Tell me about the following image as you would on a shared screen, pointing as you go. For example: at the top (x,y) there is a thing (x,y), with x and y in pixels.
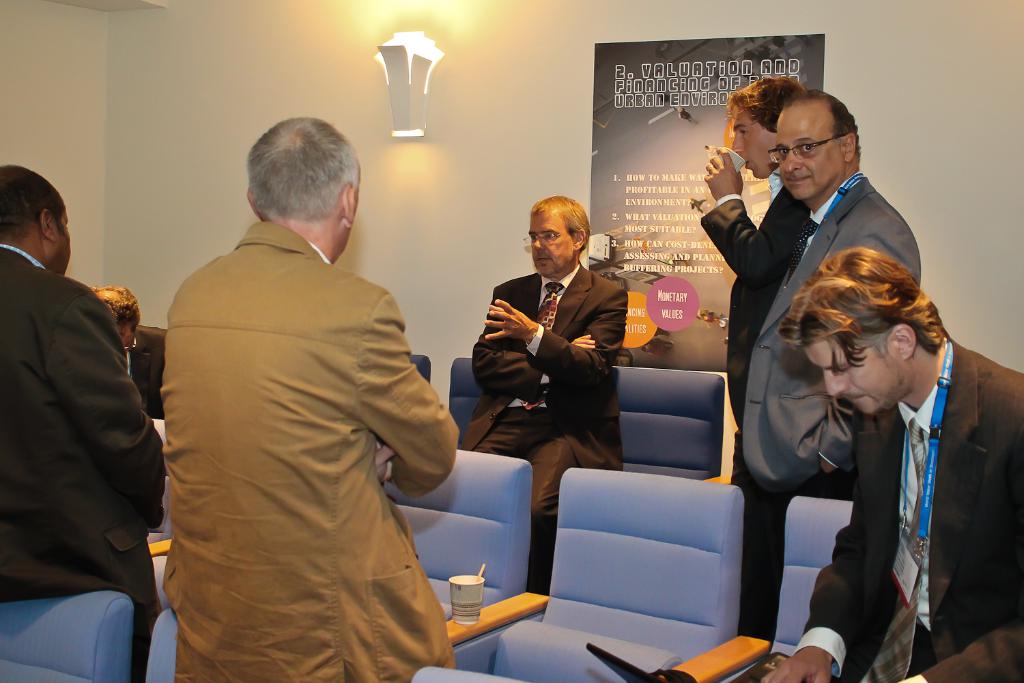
In this picture I can see there are a few people (430,602) standing and there is a person (942,599) at right (898,502), he is sitting and operating a laptop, there is a person (817,170) standing behind him he is wearing spectacles (776,151) and looking at the camera. There is a person (750,234) standing next to him, he is wearing a black blazer (755,276) and he is drinking something, there is a person (582,381) sitting next to him. There are two people (29,322) standing to the left side (329,586), they are wearing blazers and facing the wall (522,224). There is a banner (653,102) and a light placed on the wall (172,103).
